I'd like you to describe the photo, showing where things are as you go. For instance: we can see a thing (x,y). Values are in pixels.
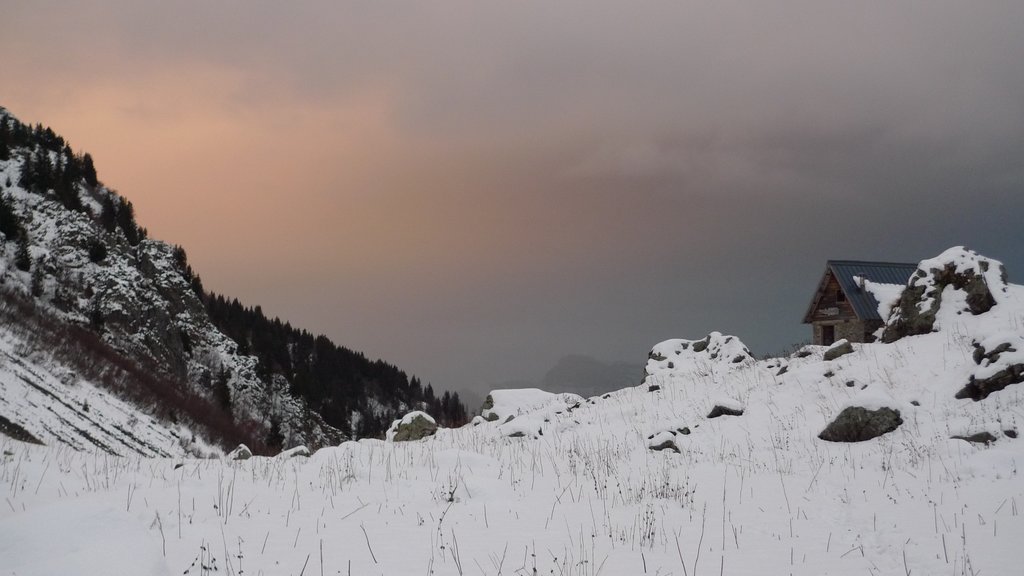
In the image we can see there is a ground (462,458) covered with snow (652,424) and there are rocks (949,301) on the ground (893,352). Behind there is a house (850,305) and there is a hill (310,355) covered with snow (103,392) and trees (335,377). There is a cloudy sky (333,277).
